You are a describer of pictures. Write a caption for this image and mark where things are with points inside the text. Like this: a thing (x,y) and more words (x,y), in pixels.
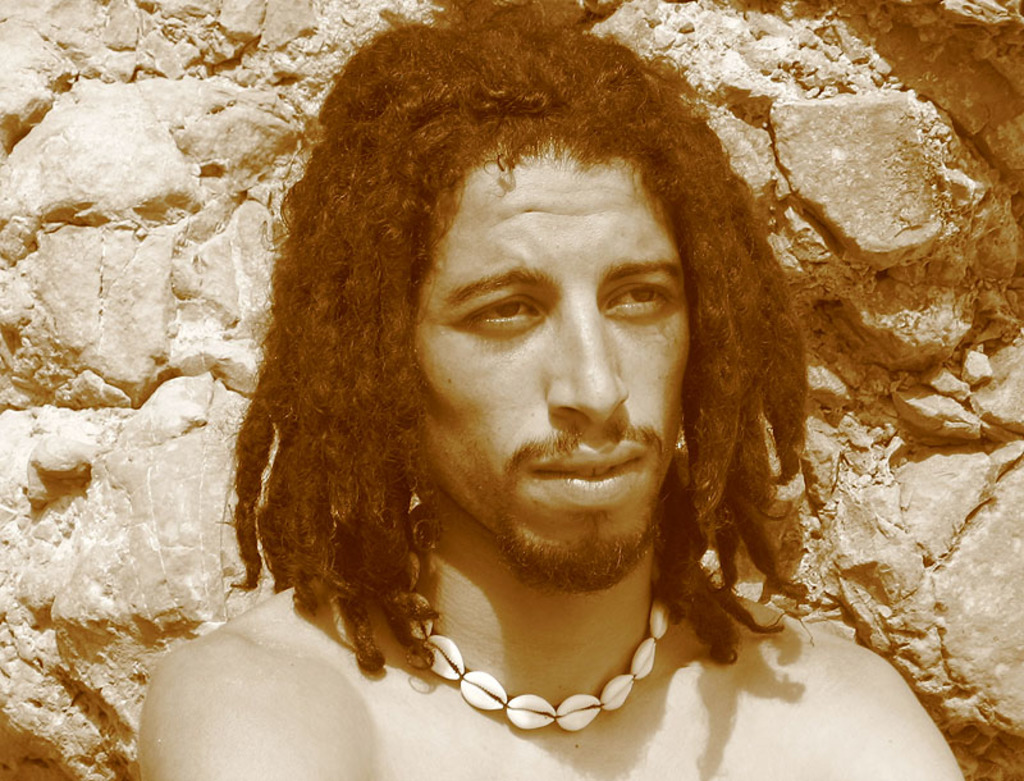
In this picture, we see a man (546,589) who is wearing a chain (529,712) which is made up of seashells (492,694). He has long hair (397,250). Behind him, we see the rocks (904,459).
